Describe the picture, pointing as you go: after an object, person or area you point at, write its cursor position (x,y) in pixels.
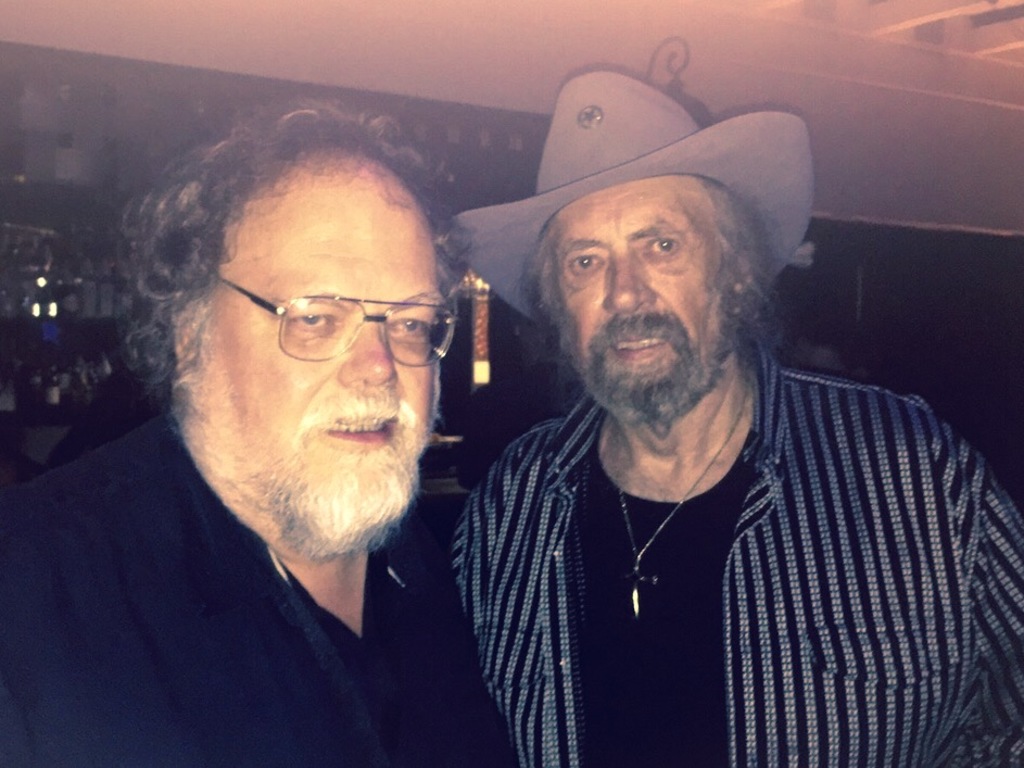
In this image we can see a man (312,446) wearing the glasses (325,336) and we can also see another man (671,517) wearing the hat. The background (992,324) is not clear. At the top (594,39) we can see the ceiling (887,22).
